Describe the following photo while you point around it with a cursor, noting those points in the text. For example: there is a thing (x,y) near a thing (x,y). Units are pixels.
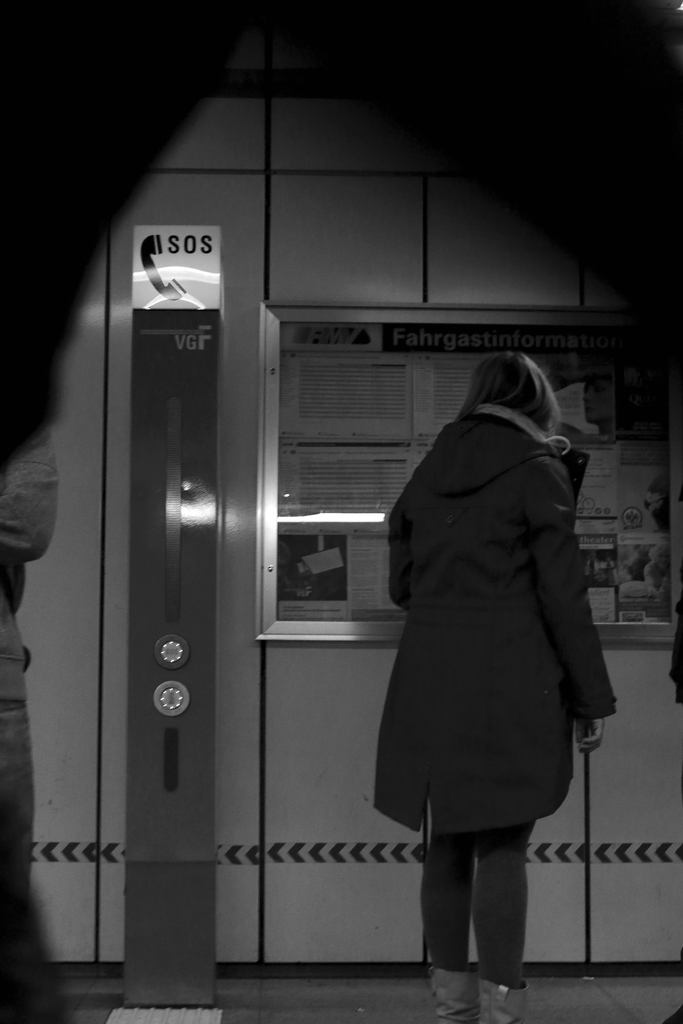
On the right (474,487) there is a woman (447,825) who is wearing jacket (443,625), jeans (431,889) and shoe (500,1007). She is standing near to the window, back side of her there is a telephone stand (150,660). On the left (44,462) there is another person (11,638) who is wearing top (11,483) and jeans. Through the window (653,447) we can see some posters (319,407).
